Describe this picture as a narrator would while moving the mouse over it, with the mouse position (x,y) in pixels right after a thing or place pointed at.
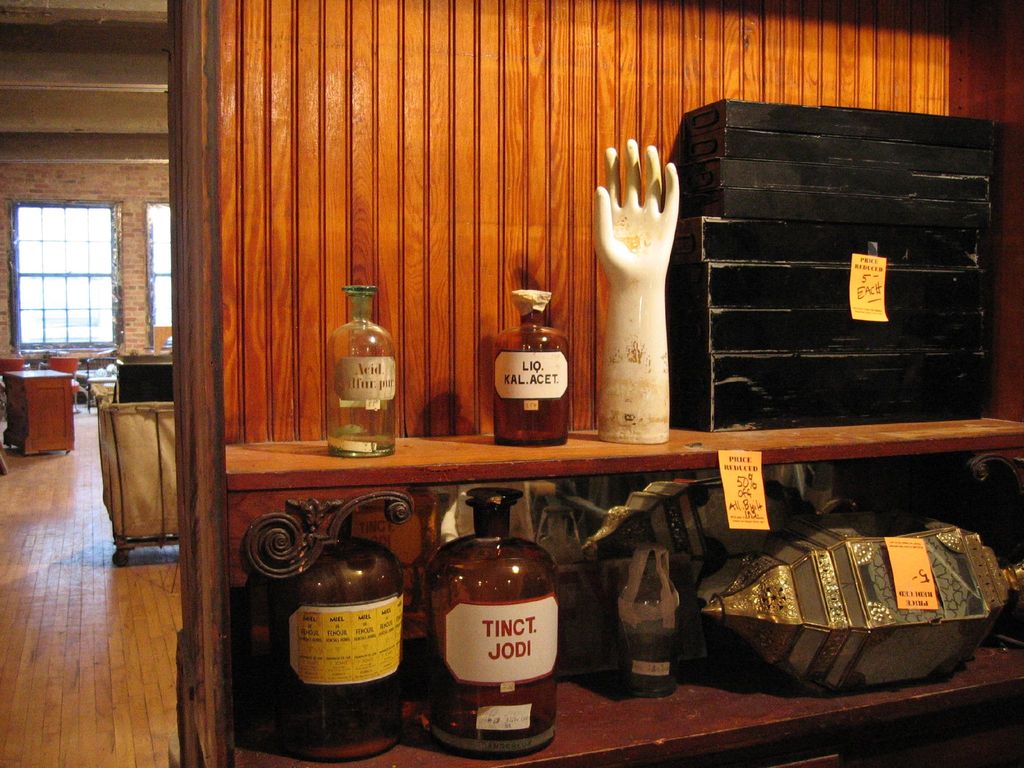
There is a wooden wall (344,281) with racks (620,667). On the racks (527,469) there are bottles (496,440), statue of a hand (651,287), trunk box (818,338) and some other items (739,578). In the background (69,298) there is a window (55,317) and tables (43,413).
